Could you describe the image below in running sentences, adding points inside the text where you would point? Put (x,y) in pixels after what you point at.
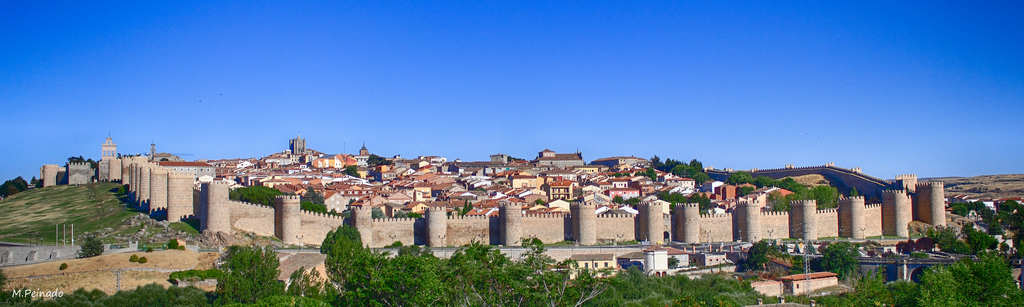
In this image there is the sky (626,86) towards the top of the image (615,78), there are buildings (544,175), there is a wall (484,220), there are poles (63,231), there are plants (413,258) towards the bottom of the image (360,285), there is text (39,292) towards the bottom of the image (42,291).
